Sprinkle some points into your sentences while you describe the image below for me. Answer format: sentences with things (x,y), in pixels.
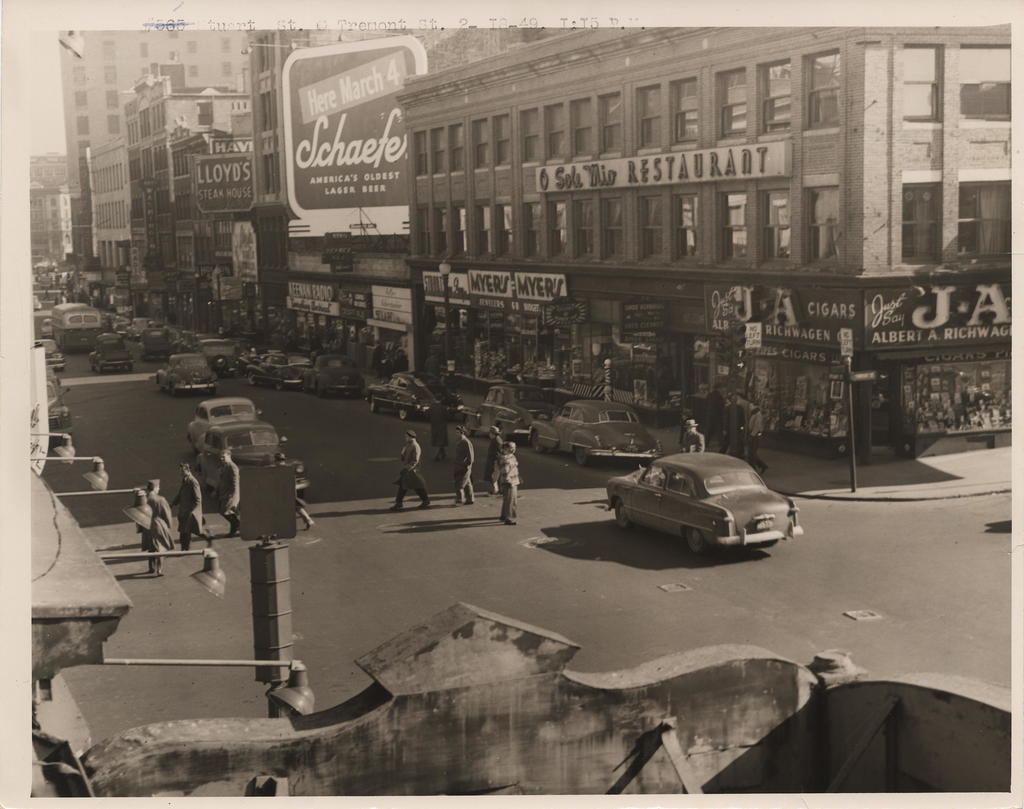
In this picture we can see a group of people (226,506) walking on the road (361,568), here we can see a group of vehicles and in the background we can see buildings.
